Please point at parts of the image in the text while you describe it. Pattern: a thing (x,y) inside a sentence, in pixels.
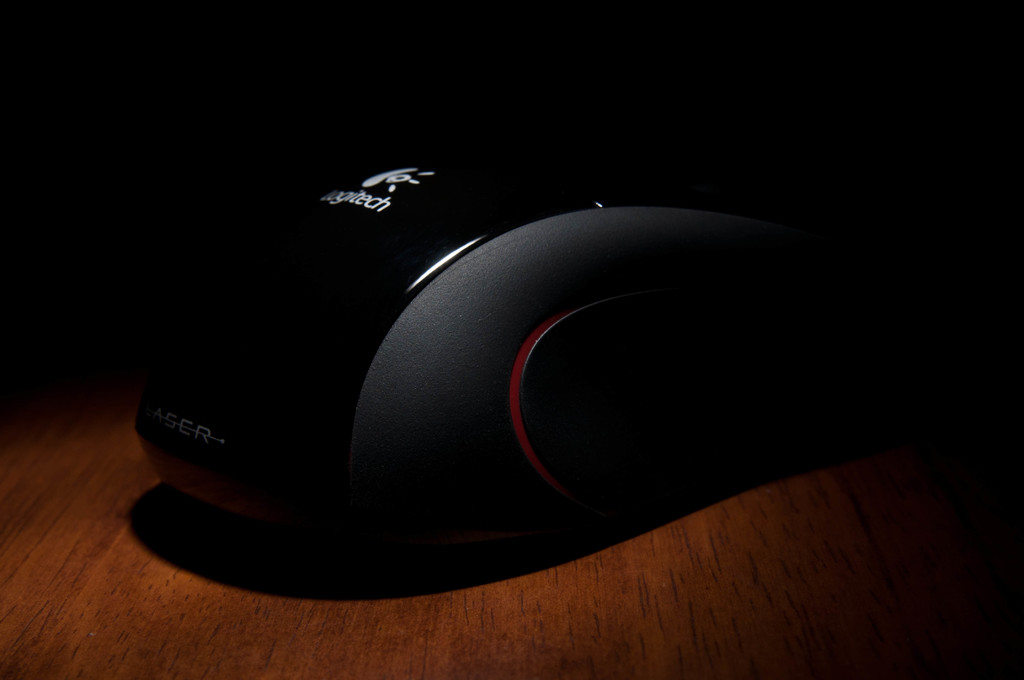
This image is taken indoors. At the bottom of the image (136,603) there is a table (686,558). In this image the background (118,221) is dark. In the middle of the image (440,332) there is a mouse (408,418) on the table (568,558).
